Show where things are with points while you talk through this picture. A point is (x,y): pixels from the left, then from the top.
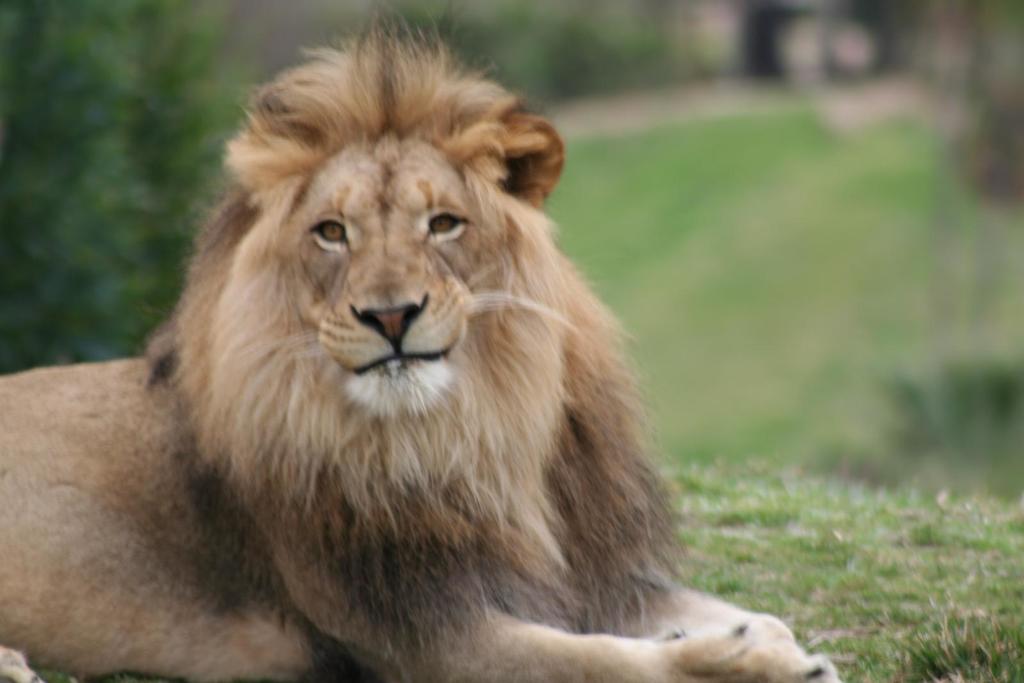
As we can see in the image there is a lion (408,451), grass (895,599) and tree (88,149). The background (91,85) is blurred.
